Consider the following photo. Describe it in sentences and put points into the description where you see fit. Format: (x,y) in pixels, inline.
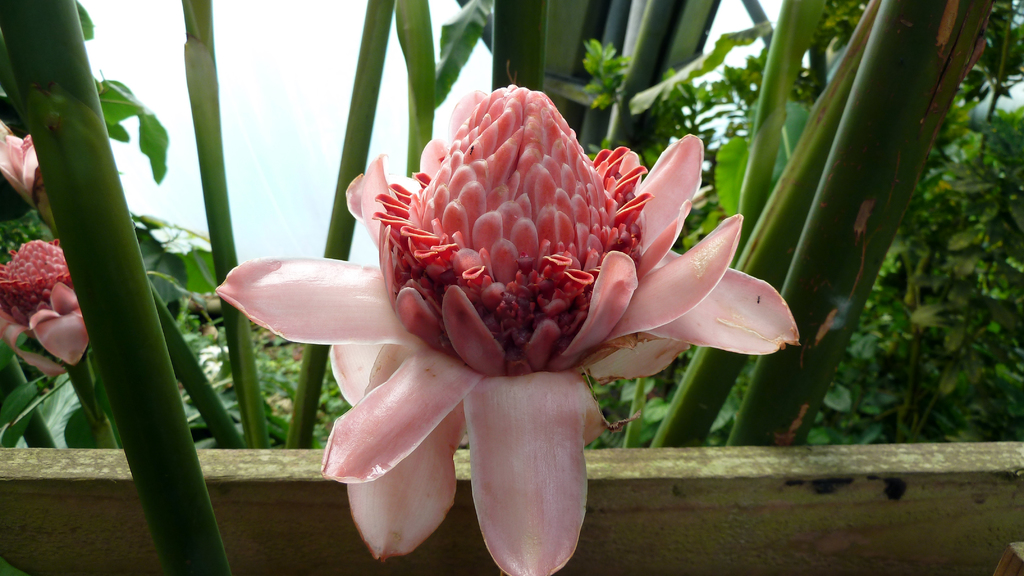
In this image we can see some plants (925,108) and flowers (386,338).
